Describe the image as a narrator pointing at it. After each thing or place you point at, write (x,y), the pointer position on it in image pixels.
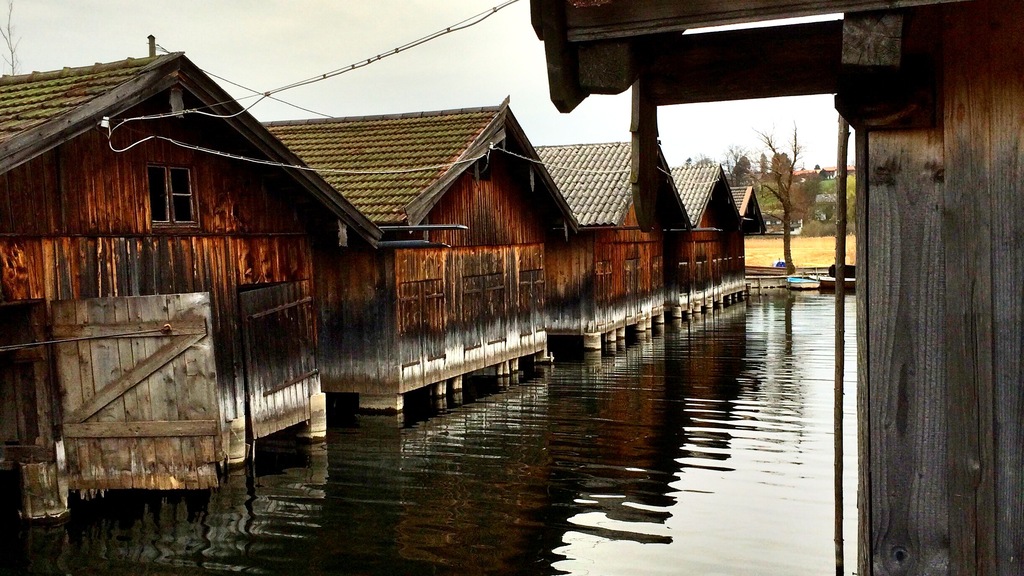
In this image, we can see sheds (149,95), wires (234,116), trees (758,181) and we can see poles (655,160). At the bottom (608,455), there is water (787,323) and ground (813,245). At the top (300,31), there is sky (366,55).
